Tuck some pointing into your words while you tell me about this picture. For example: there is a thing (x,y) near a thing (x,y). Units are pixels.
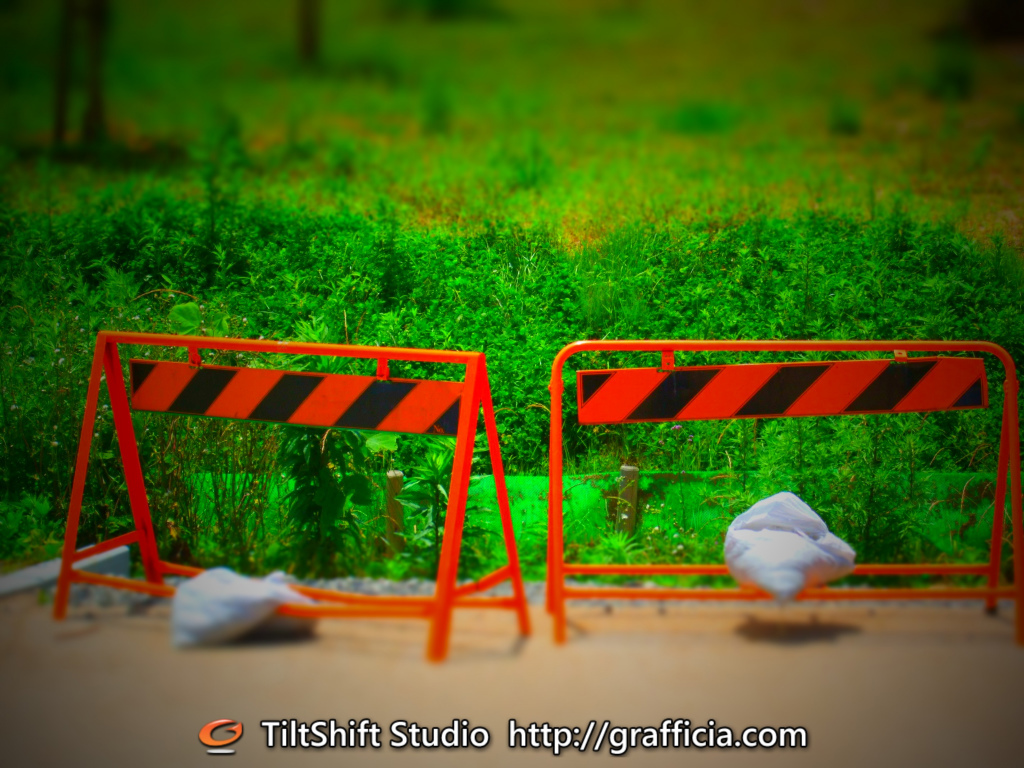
In the picture I can see bags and barricades (460,447) on the ground (374,632). In the background (491,287) I can see the grass (484,226). I can also see a watermark (466,738) on the image. The background of the image (483,240) is blurred.
